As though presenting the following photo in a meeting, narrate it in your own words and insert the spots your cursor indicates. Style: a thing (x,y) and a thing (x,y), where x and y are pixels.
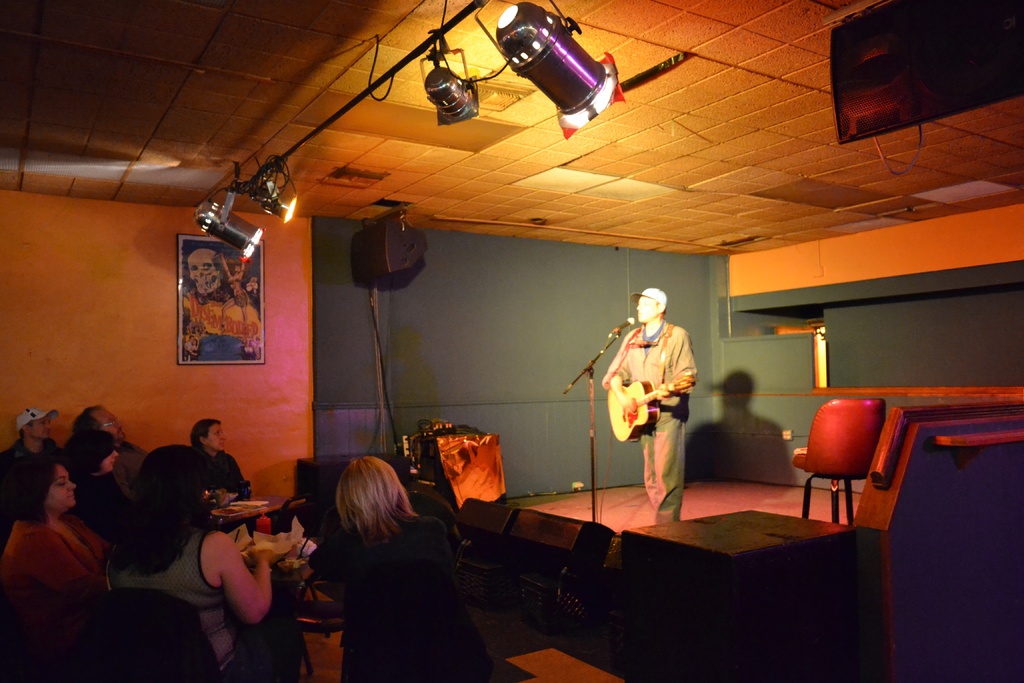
In the picture we can see a man (679,358) standing and holding a guitar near the microphone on the stage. Under the stage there are some people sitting on the chairs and having a food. On the ceiling (715,205) we can see lights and to the wall (307,309) there is a photo frame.
